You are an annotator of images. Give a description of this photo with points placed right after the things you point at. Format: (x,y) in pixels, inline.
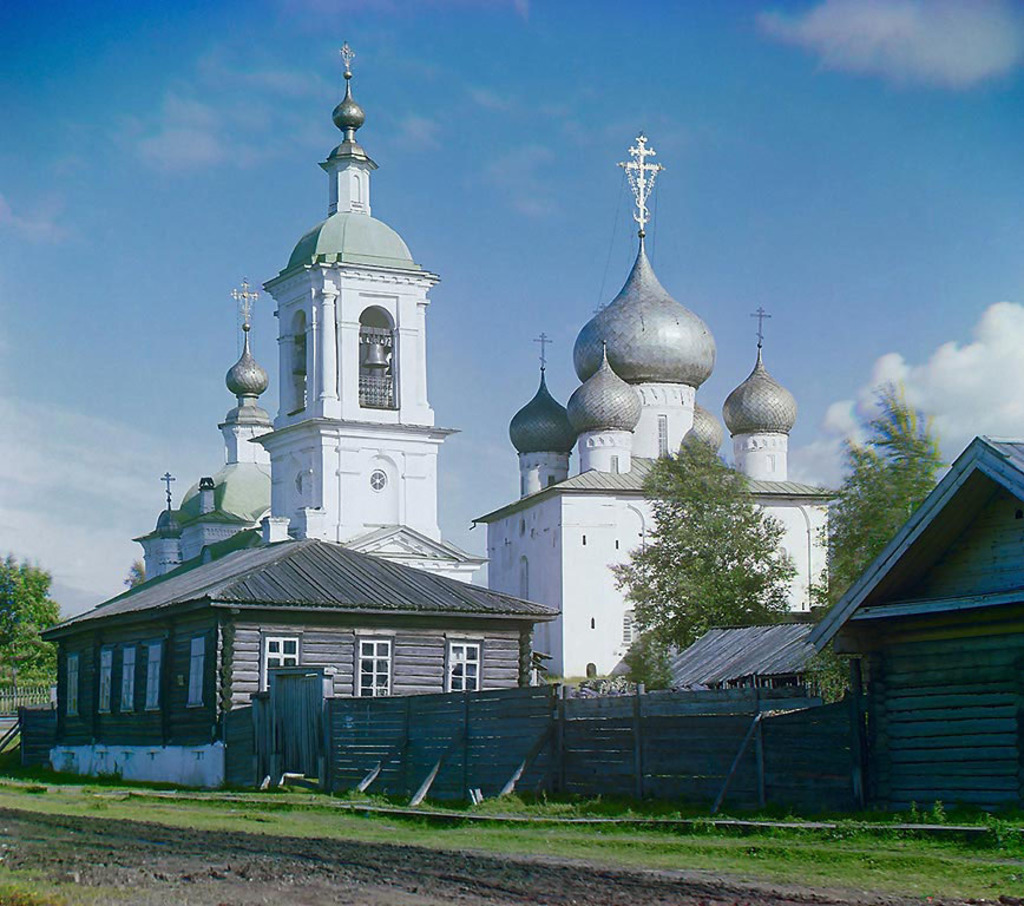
This picture is clicked outside. In the foreground (648,796) we can see the green grass (69,785) and the fence (745,741) and a shutter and we can see the houses (255,608), spire (384,508) and the domes (645,339). In the background (670,489) we can see the sky (487,112) and the trees (700,611) and some other objects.
